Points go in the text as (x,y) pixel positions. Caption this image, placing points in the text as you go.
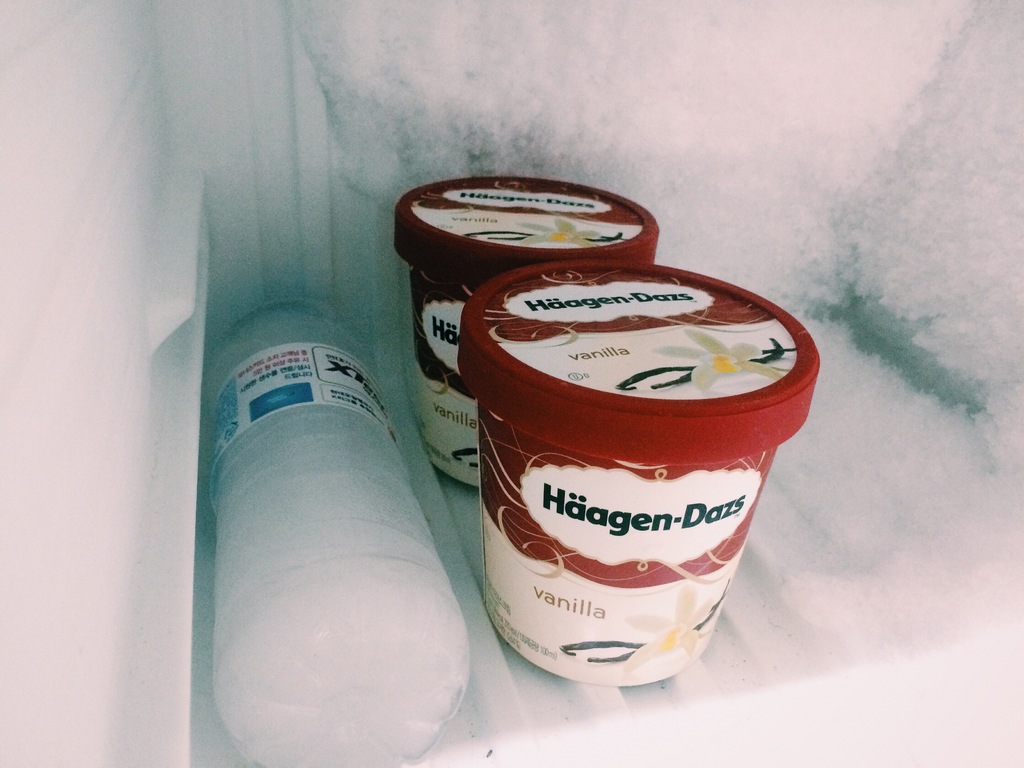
In this image we can see plastic containers (505,438) and a disposal bottle (355,478) inside the freezer (750,269).
